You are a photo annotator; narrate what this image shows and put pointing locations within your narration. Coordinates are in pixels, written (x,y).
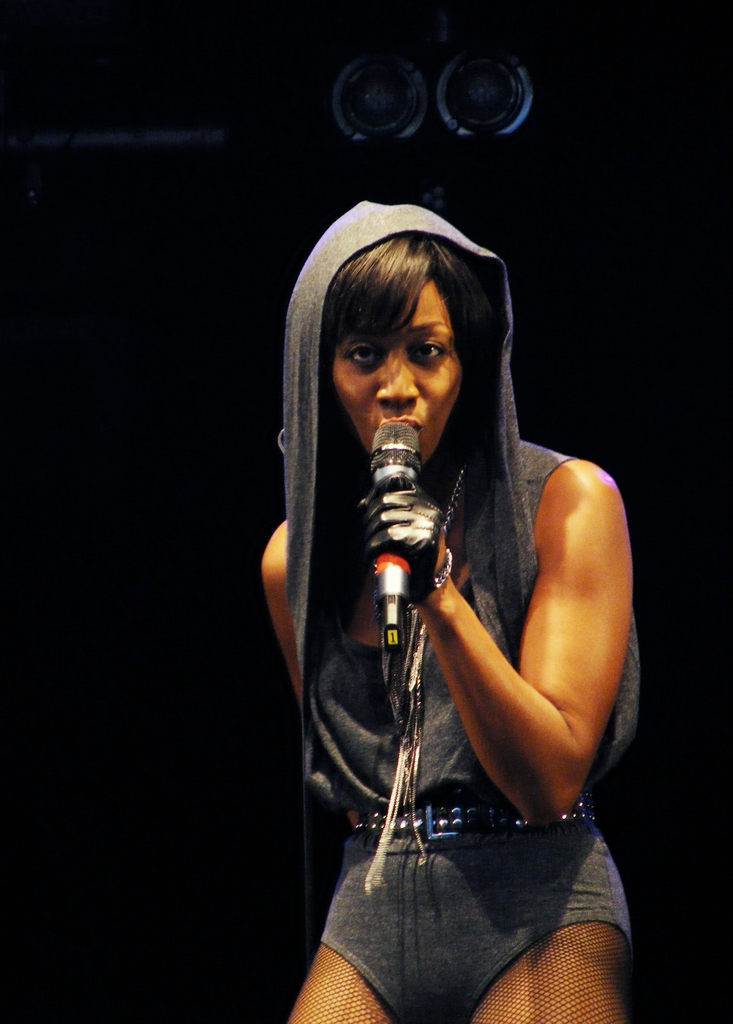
In this image we can see a woman (538,685) wearing a dress (457,767) is holding a microphone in her hand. In the background (412,90), we can see some speakers (513,112).
